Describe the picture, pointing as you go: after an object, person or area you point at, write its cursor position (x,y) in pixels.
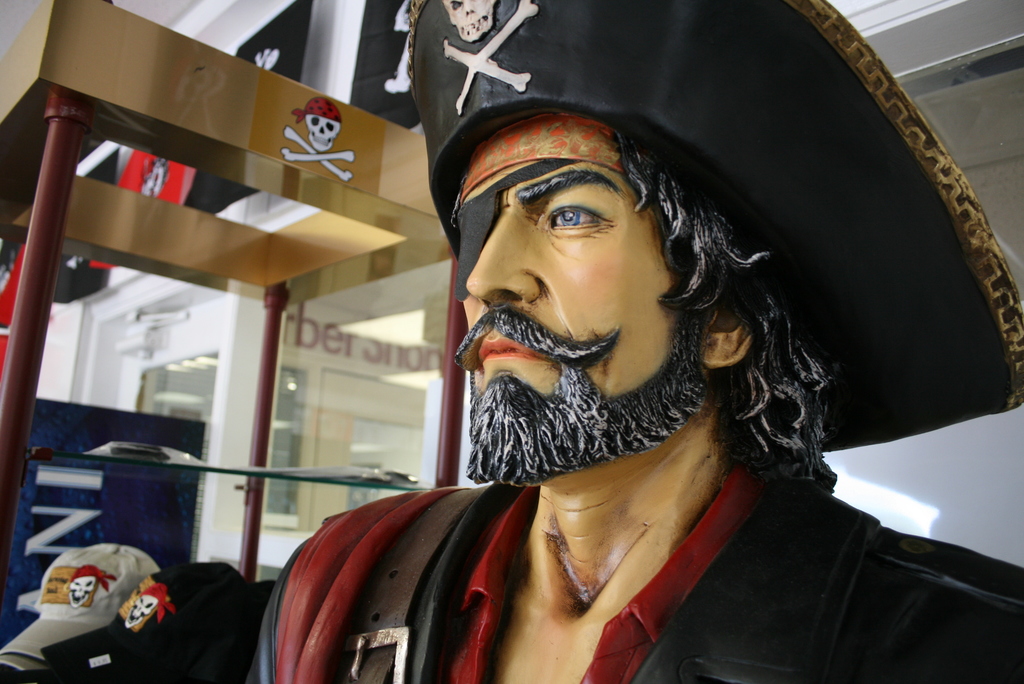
On the right side (683,264), there is a statue (693,263) of a person (764,398), wearing a cap (856,208). In the background (231,607), there are caps (123,558) arranged, there is a building (310,34) which is having glass windows (378,401), glass door (179,361) and hoardings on the wall (213,19).
